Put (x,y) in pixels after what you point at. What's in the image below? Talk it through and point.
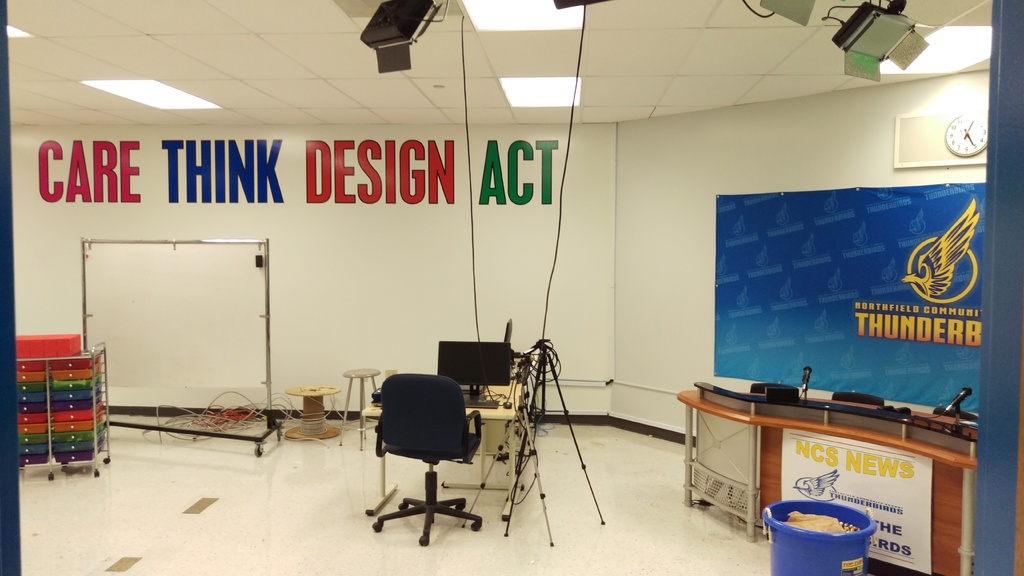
In this image, there are a few chairs (452,419). We can see some tables (712,392) with objects (484,346) like a screen (473,383) and some microphones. We can see a stool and the ground (207,461) with some objects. We can also see some wires (229,417) and a trolley (52,448) with some objects (62,347). We can see the wall (416,168) with some text (535,165). We can also see a board (794,246) with some image (908,275) and text (919,313). We can see the roof (683,23) with lights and some objects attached to it. We can also see the stand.
